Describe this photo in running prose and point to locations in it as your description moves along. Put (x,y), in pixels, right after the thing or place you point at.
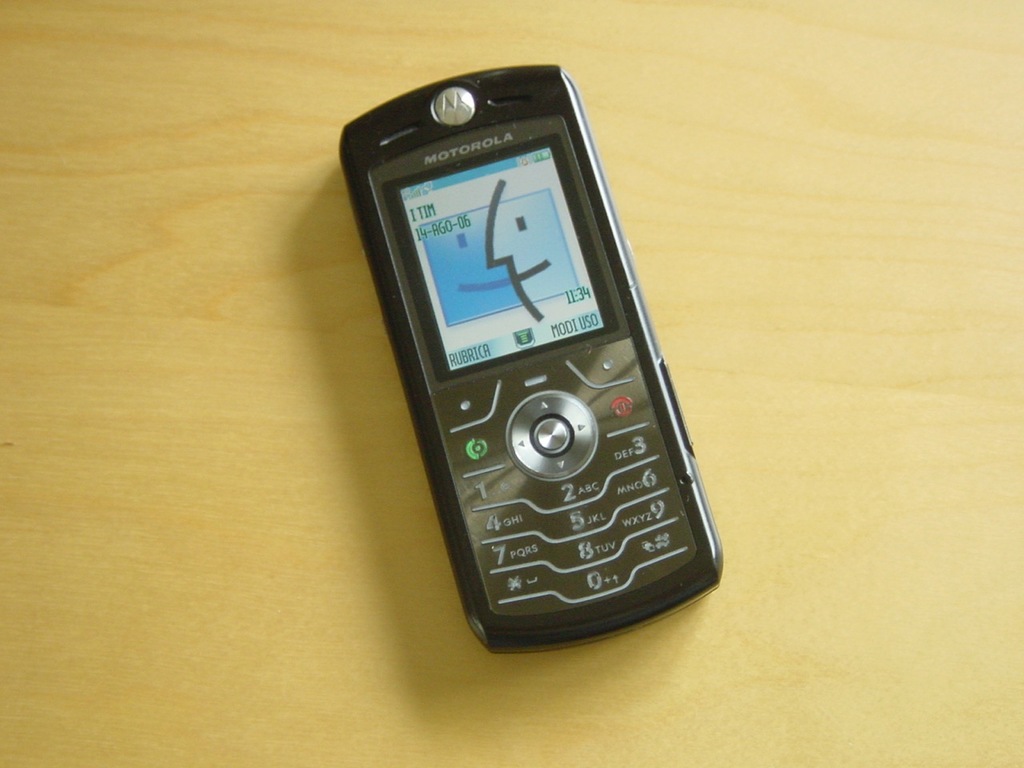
In this picture, we see a black color mobile phone (506,318) which is placed on the yellow color table (295,570). On top of the mobile phone (455,160), it is written as "MOTOROLA".
